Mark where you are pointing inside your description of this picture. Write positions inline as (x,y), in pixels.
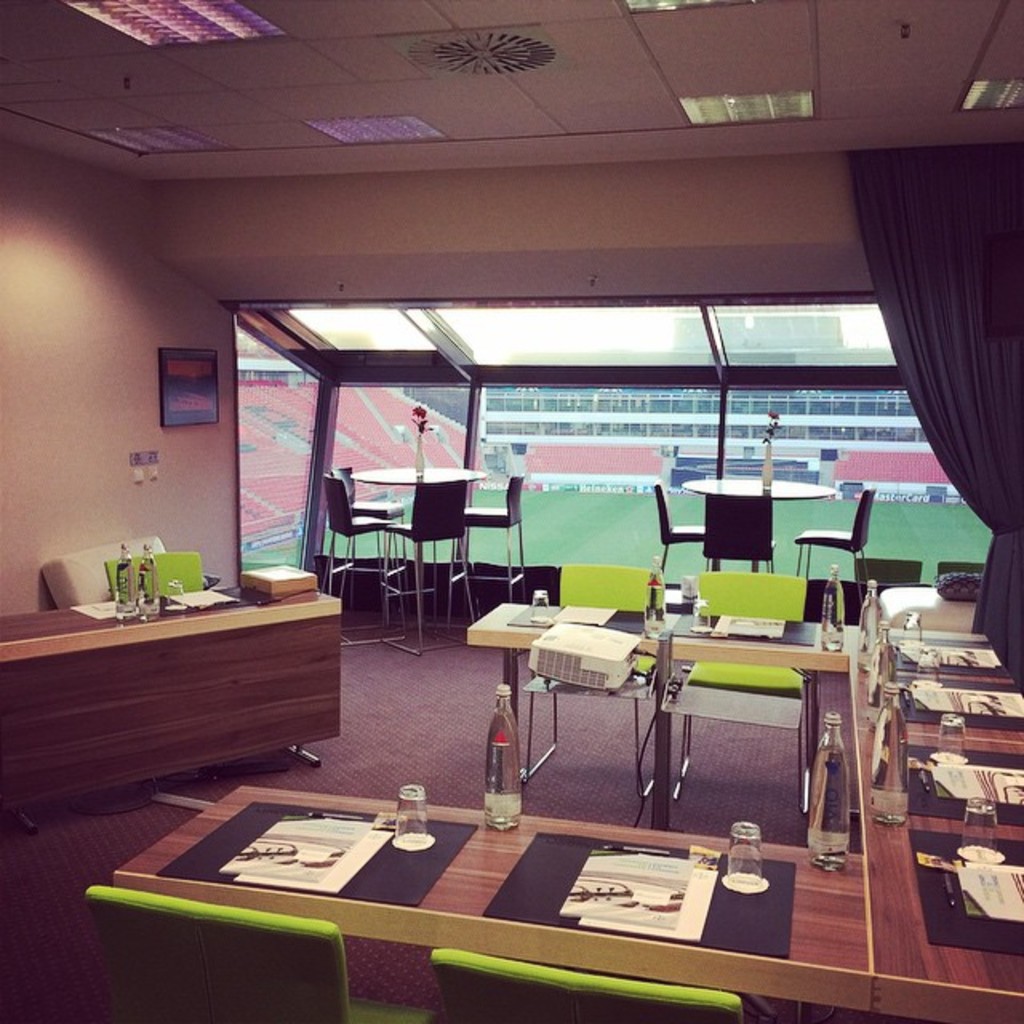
As we can see in the image there is a wall (110,358), photo frame (193,362), chairs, tables (240,619), projector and curtains (978,278). On table (960,964) there are glasses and bottles (879,778).
